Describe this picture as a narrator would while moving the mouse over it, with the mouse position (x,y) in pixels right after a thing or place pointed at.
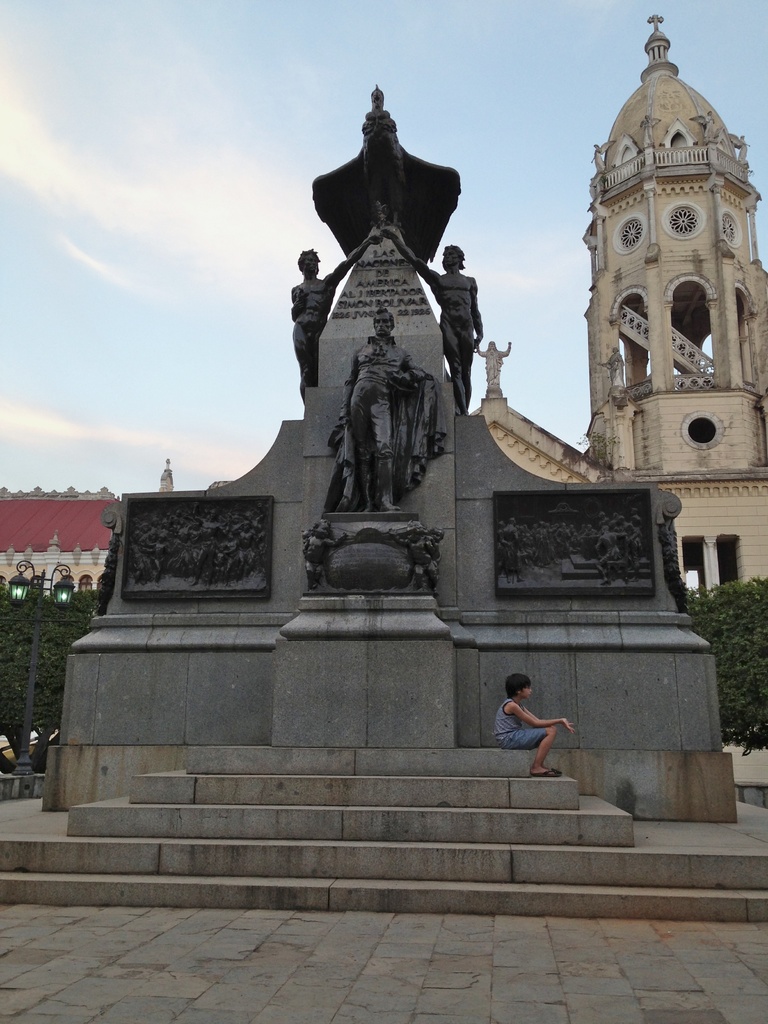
In this image there is a big sculpture (548,639) with steps (567,826) in front of that there is a person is sitting, behind that there are so many plants (745,601) and building (637,121).
